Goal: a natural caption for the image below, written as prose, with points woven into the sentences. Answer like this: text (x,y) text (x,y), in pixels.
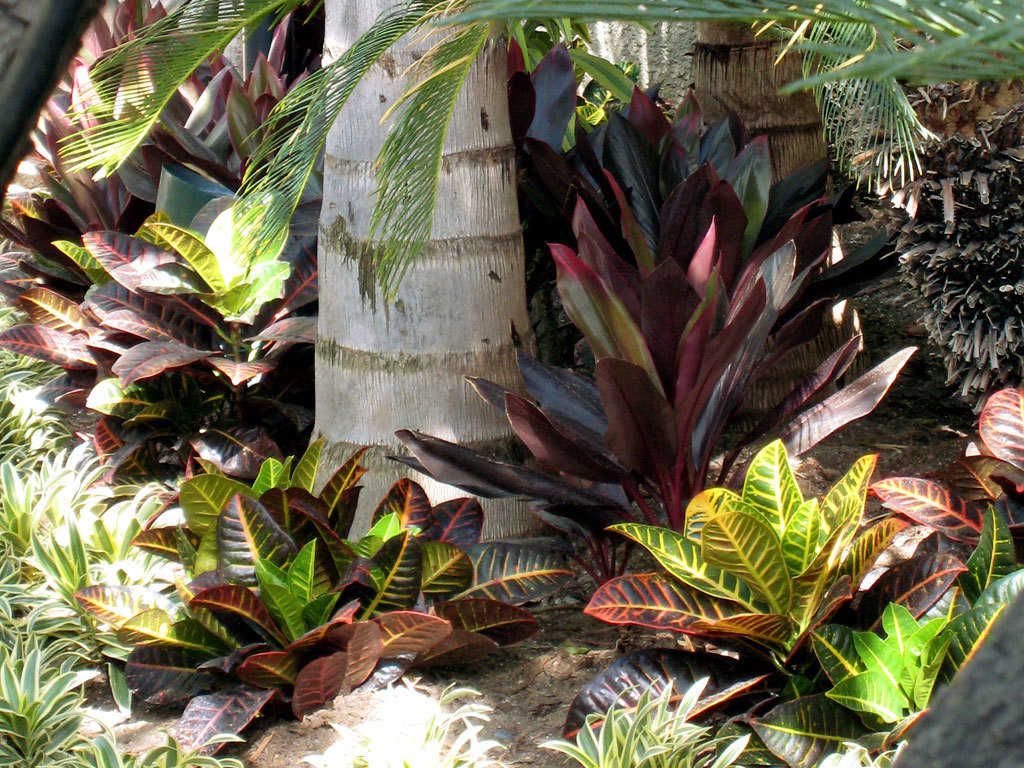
In this picture we can see a tree (446,240) here, at the bottom (653,583) there are some plants (633,456).
